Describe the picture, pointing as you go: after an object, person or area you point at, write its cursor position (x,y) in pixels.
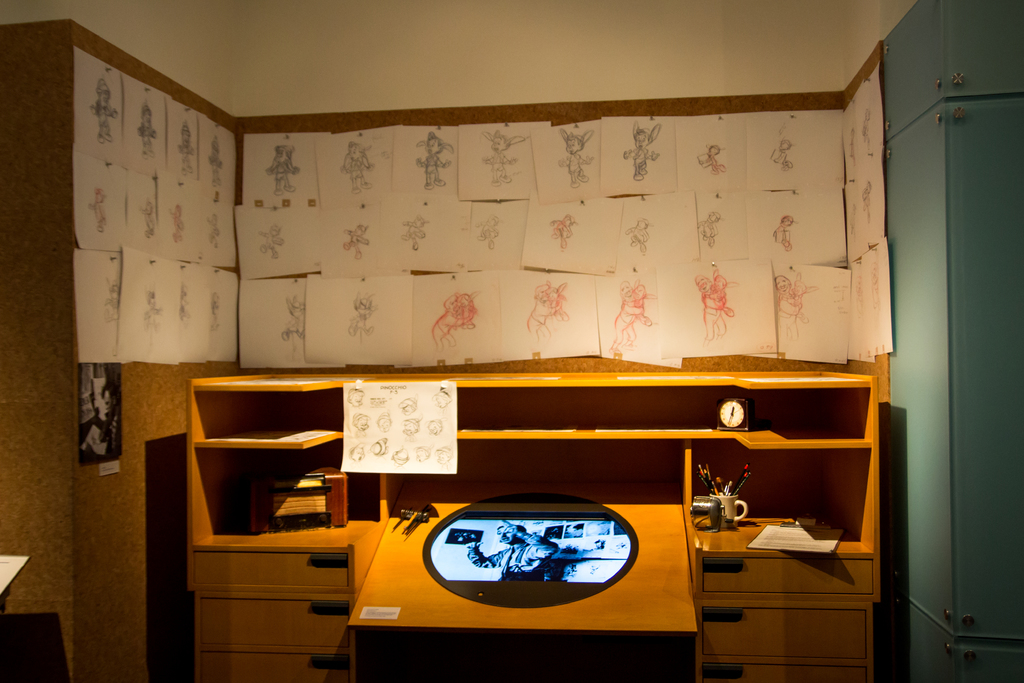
In this image there is a wooden table (453,506). On top of it there are some objects (492,524). In the background of the image (336,169) there are posters (513,224) on the wall (88,538).
